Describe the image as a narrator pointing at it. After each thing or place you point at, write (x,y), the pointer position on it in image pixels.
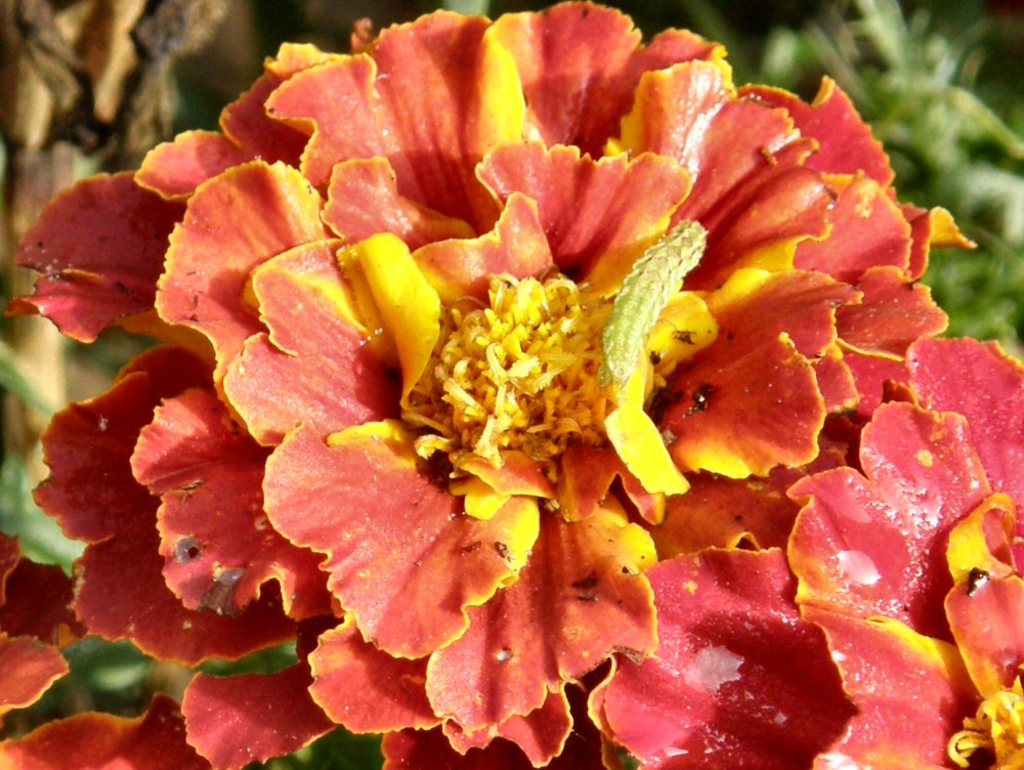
In this image we can see worm (622,303) on the flower (326,571).
